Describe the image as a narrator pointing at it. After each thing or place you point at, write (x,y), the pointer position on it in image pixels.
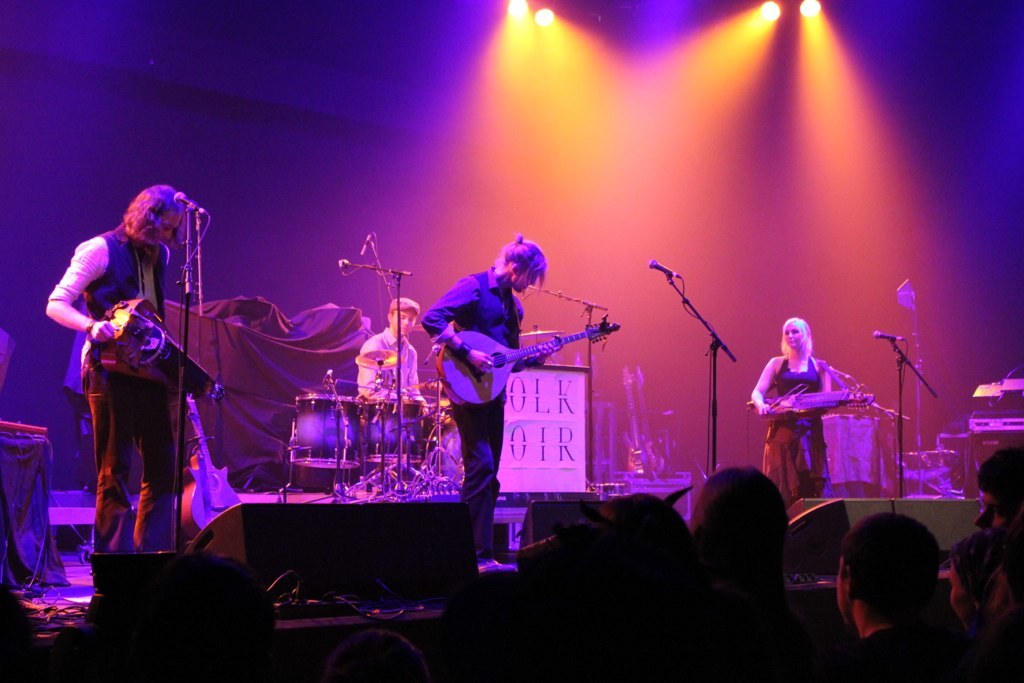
There is a group of people (505,319). The three persons (469,465) are standing on a stage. They are playing a musical instruments (466,383). In the center (394,382) back side we have a one person (407,375). His sitting on a chair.
